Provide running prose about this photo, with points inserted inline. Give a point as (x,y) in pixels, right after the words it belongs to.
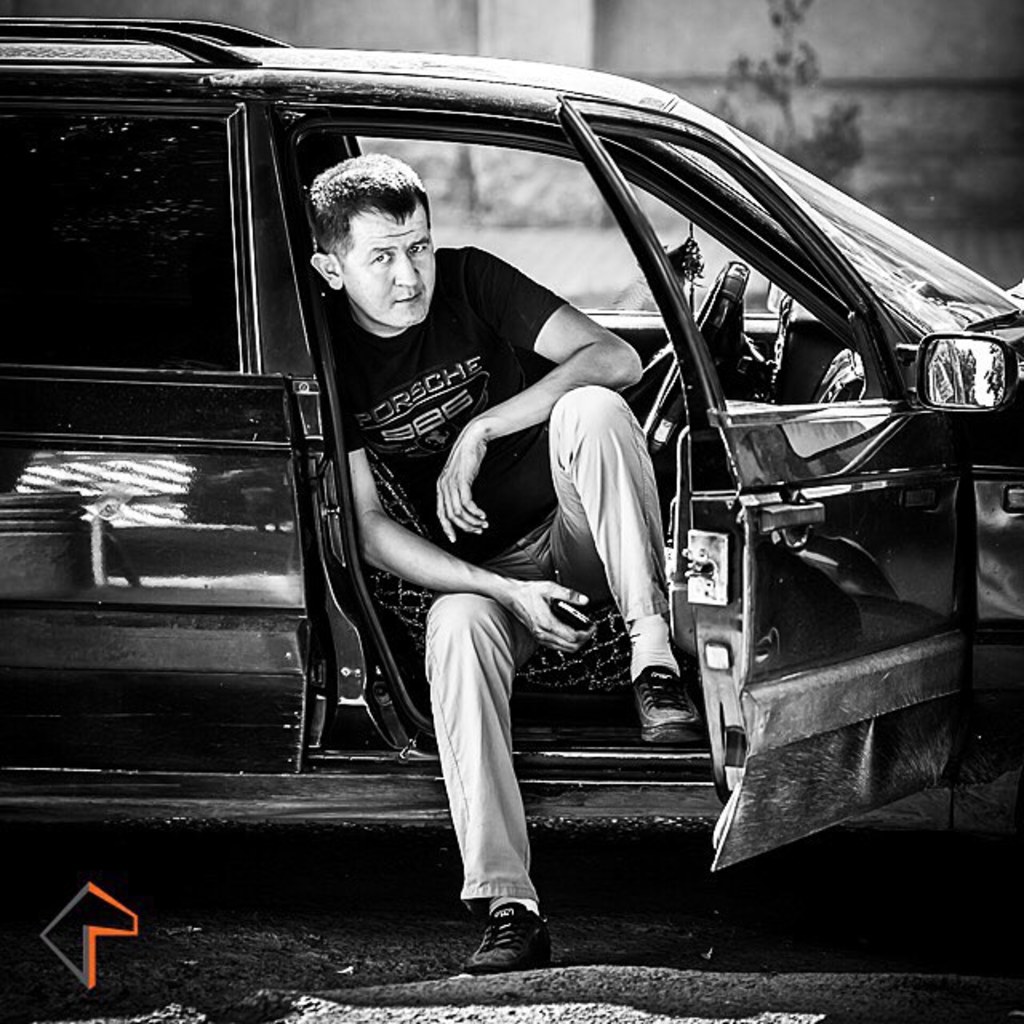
In this image I can see a person (457,398) sitting in the car (255,364). Outside there is a wall (879,52) at the back of him.
